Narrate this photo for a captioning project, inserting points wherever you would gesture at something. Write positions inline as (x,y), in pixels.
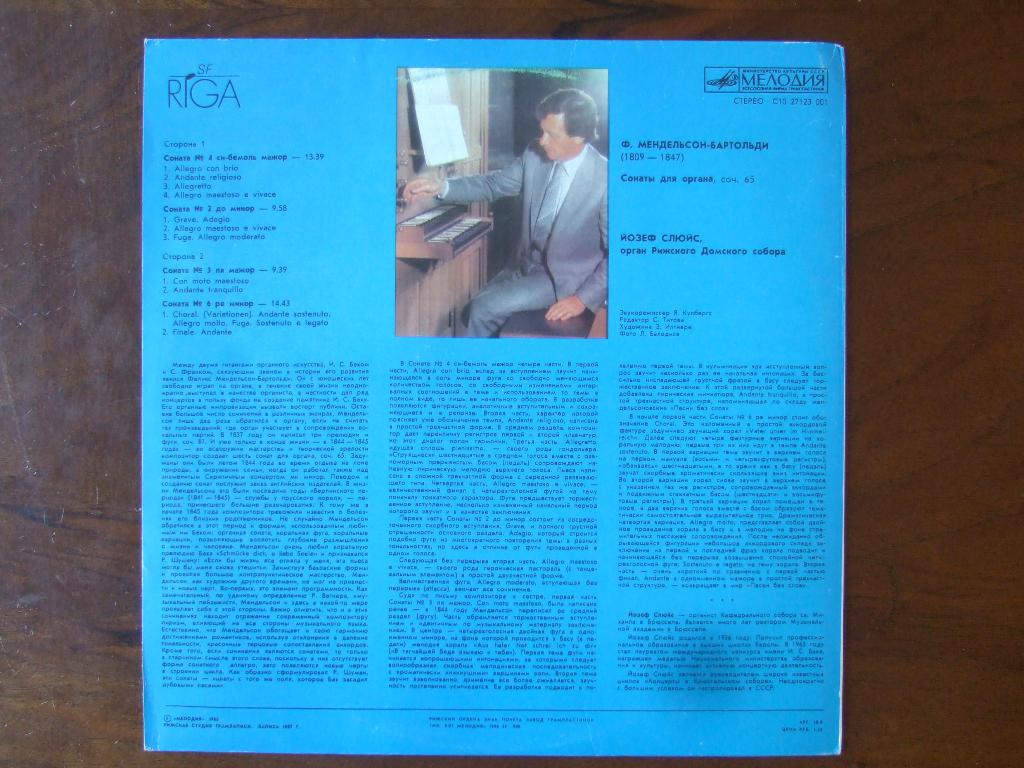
In this picture I see a paper (257,425) on which there is something written and I see a photo (508,171) of a man (519,174) and I see that this paper (222,86) is on the brown color surface (77,75).
